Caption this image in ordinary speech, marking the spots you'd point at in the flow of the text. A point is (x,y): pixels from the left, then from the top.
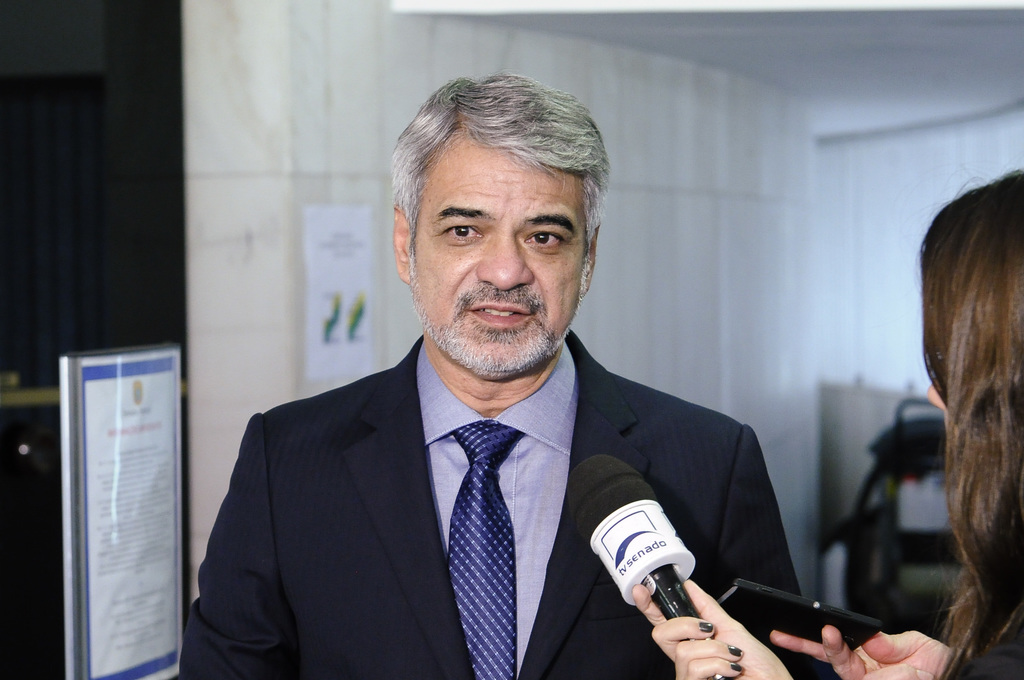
in this image there is a man (636,402) who is standing and speaking through the mic (590,501) which is kept in front of him. At the background (409,38) there is a wall (709,135) and sticker (346,268) attached to it. To the left side (143,565) there is a small hoarding (141,482). To the right side (987,293) there is a woman (1016,514) who is holding a mic (687,615) with her hand (658,610).
